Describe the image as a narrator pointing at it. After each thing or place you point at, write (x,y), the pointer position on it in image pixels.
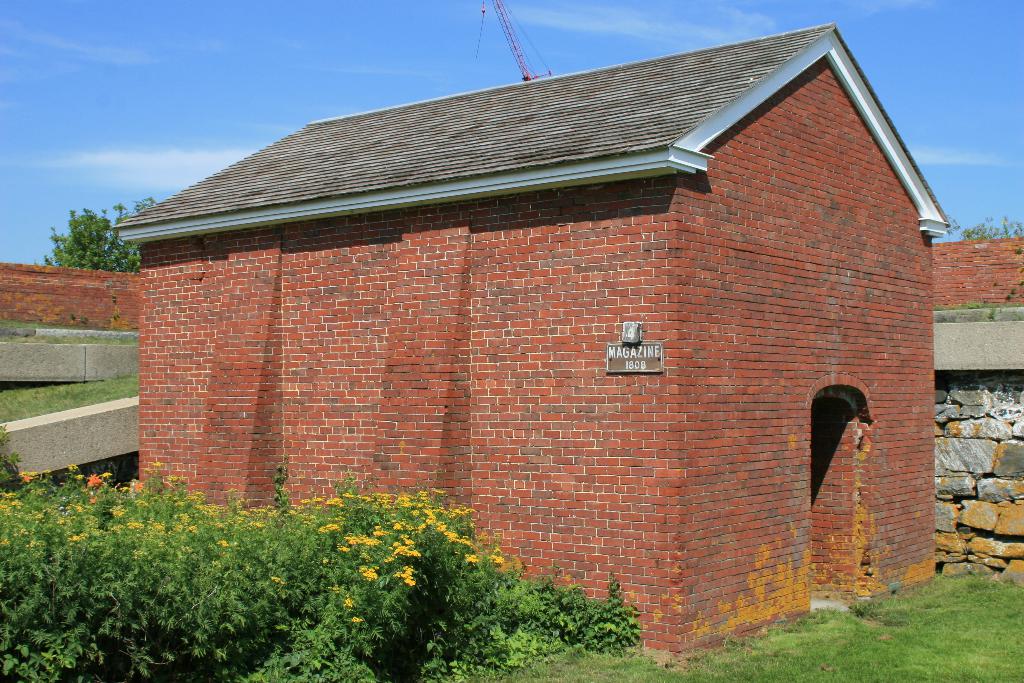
In this picture we can see a few plants (350,497), flowers (396,538), some text (644,351) and numbers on the board (618,368) visible on the house (568,528). We can see some grass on the ground (58,339). There are other objects (4,310), trees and the sky (145,52).
